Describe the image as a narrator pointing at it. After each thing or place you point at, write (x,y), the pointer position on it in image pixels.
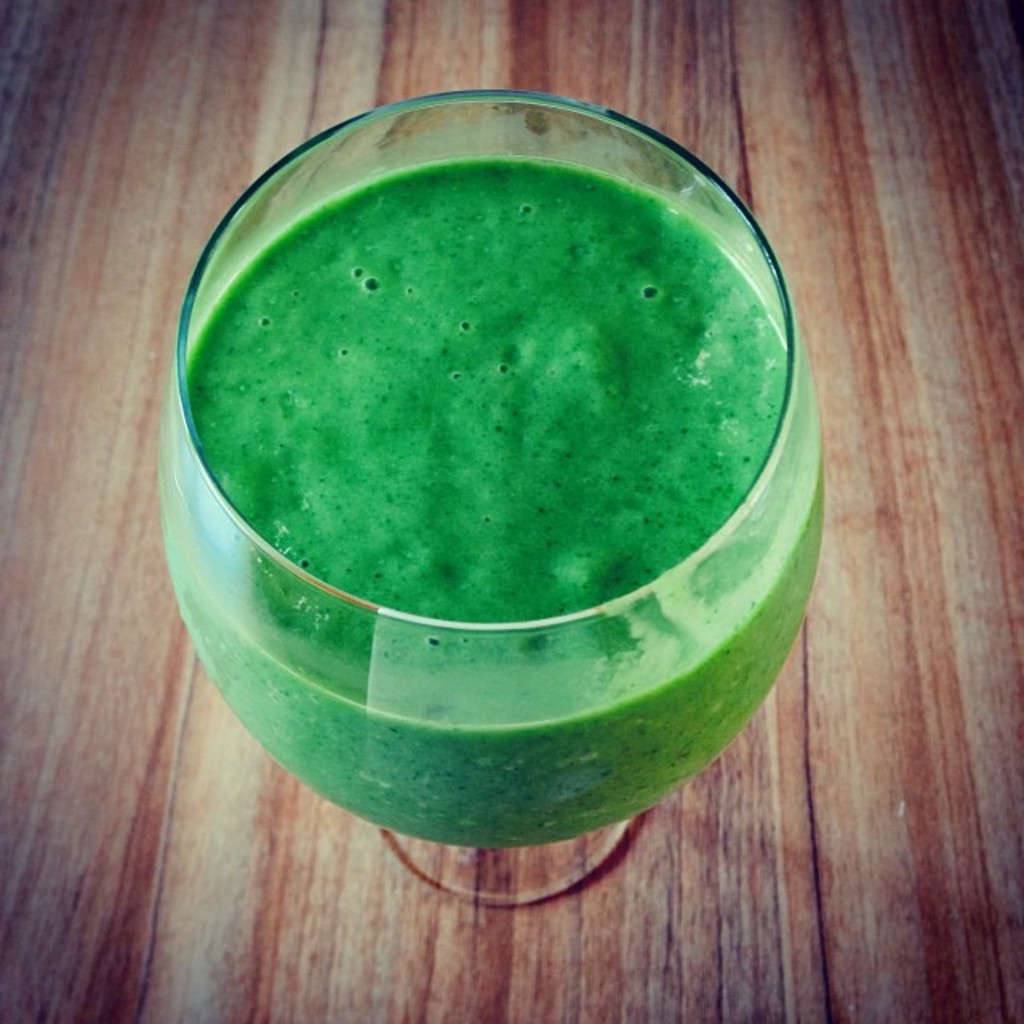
In this picture we can see green thick liquid (726,456) in a glass (643,699). A glass (643,699) is placed on a wooden platform (27,249).
